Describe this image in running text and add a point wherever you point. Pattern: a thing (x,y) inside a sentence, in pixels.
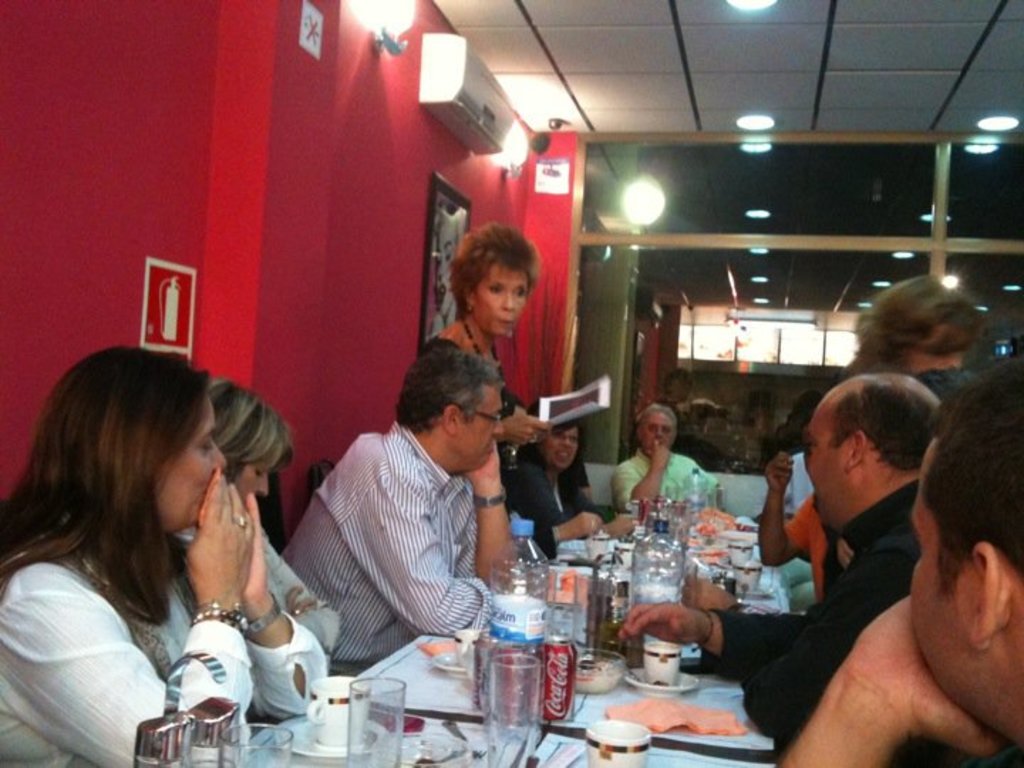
In this image I can see few people (275,586) sitting on chairs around the dining table (558,729). on the table (549,578) I can see few bottles (664,564), few glasses (395,741), few cups (649,673), few plates (679,680), few clothes (670,725) and a coke tin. In the background (622,119) i can see a woman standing and holding few papers (541,418), the wall (291,191), air conditioner (505,104), few lamps (378,43), the ceiling (585,83) and few lights (763,118) to the ceiling (724,42).
